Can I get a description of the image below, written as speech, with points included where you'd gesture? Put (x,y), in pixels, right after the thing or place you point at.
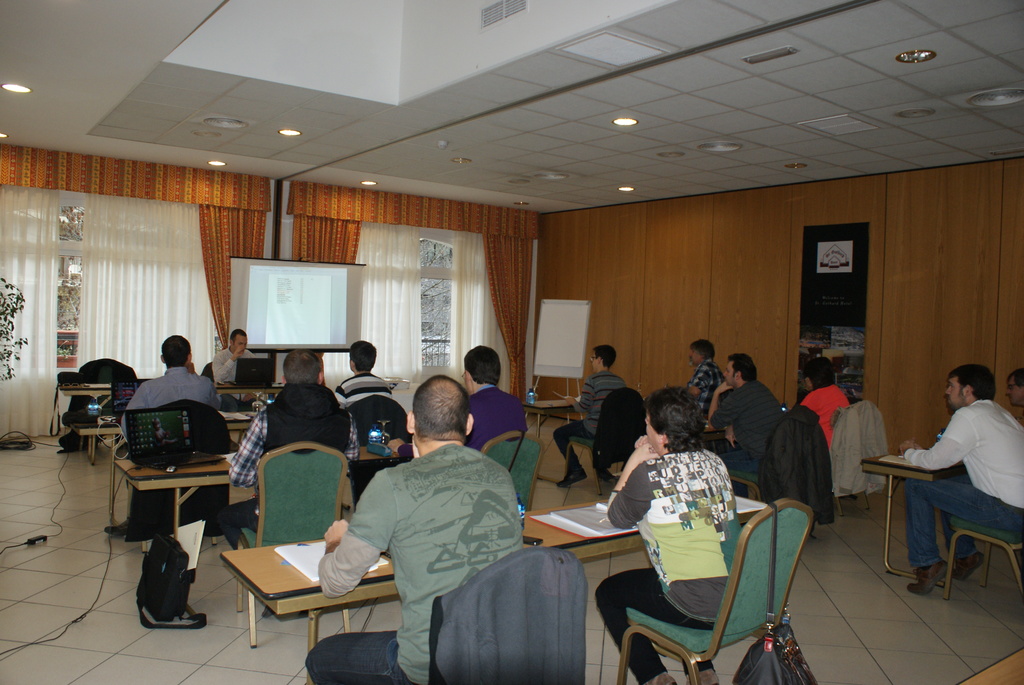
In this picture there are group of people (568,476) sitting on the chair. There is a jacket (795,459) on the chair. There is a bottle (524,516), phone (528,540), book (556,528), laptop (175,438), wire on the table (188,478). There is a whiteboard (546,344), screen (316,323) and some lights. There is a plant (7,307) and a white curtain (109,291).
